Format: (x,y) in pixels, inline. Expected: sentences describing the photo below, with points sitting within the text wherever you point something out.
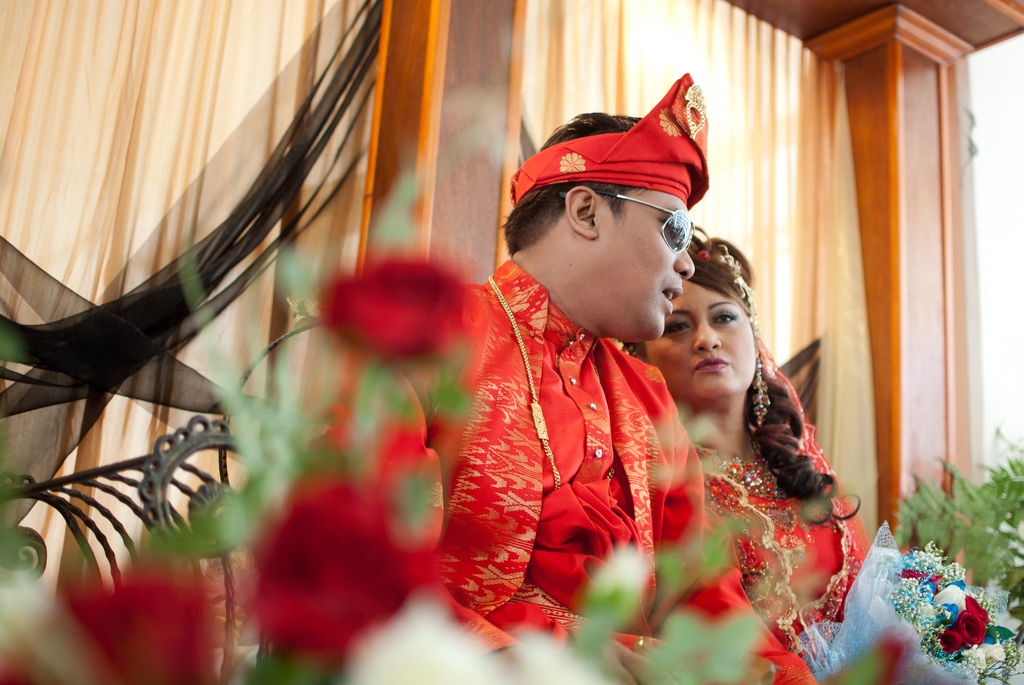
In the picture we can see a man (536,428) and a woman (728,428) sitting and they are wearing a red color traditional dress (567,402) and in the background (905,171), we can see a curtain (118,160) with some wooden planks (916,159) and front of them we can see some plants (348,601) with flowers (326,637) which are red in color.
